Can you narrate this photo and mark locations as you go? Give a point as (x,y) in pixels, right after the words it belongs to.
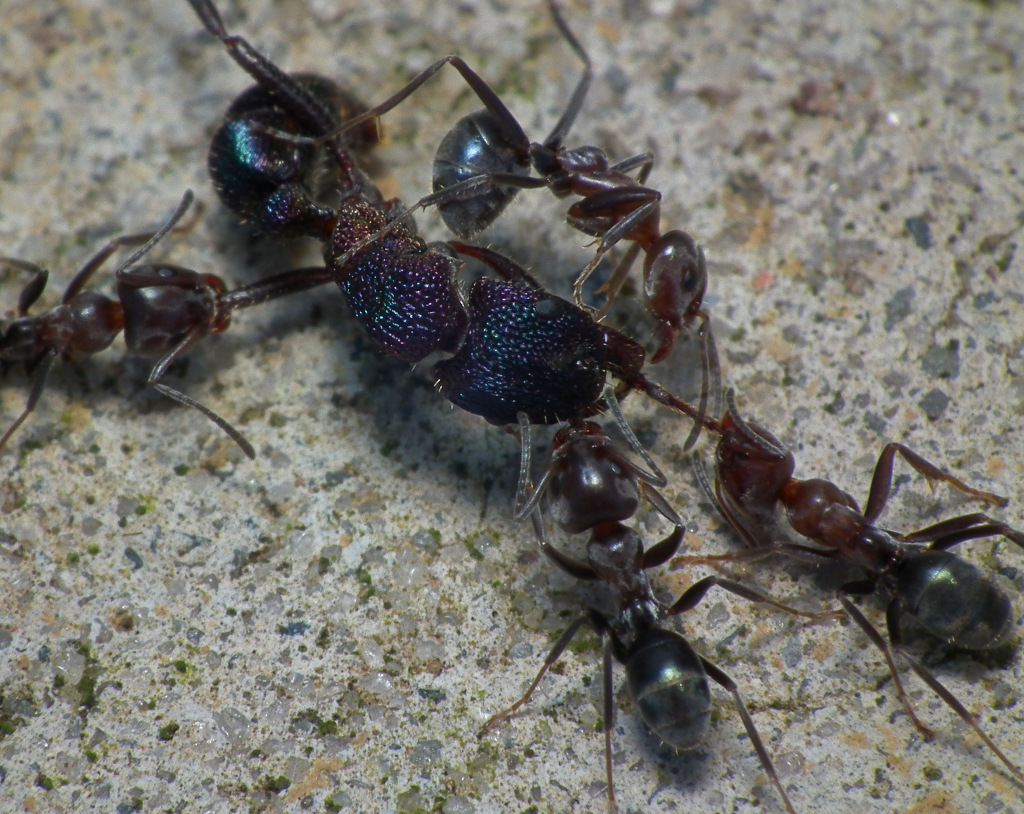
In this image I can see few ants (227,146), they are in black and brown color and the ants (407,316) are on the cream color surface (380,484).
